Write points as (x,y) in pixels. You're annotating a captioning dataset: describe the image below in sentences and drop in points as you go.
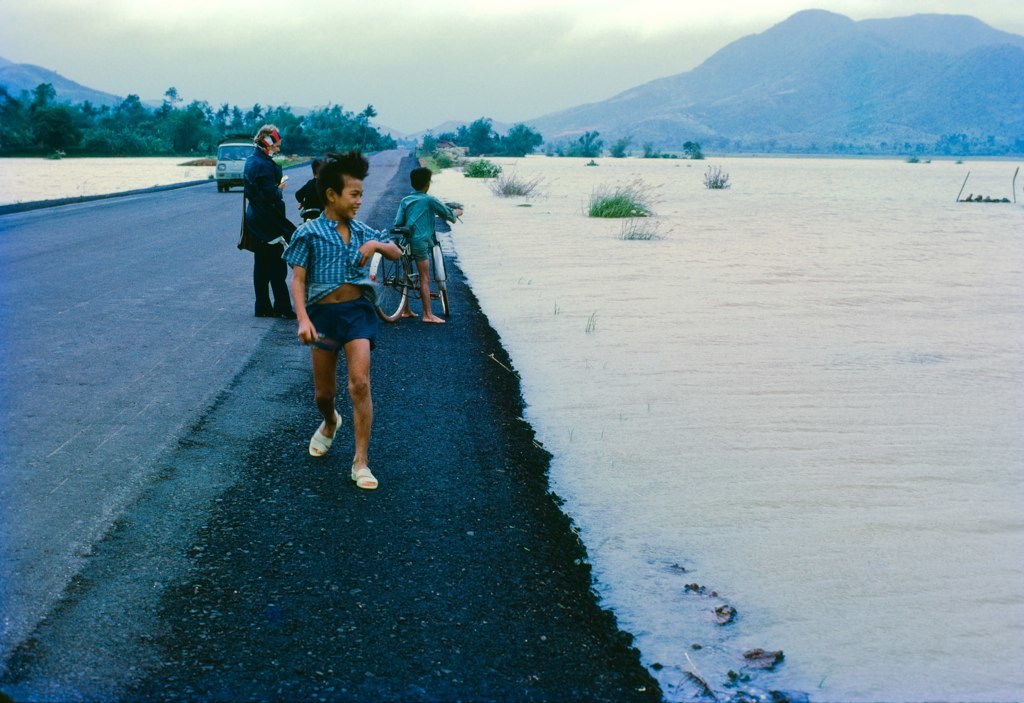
In this image we can see persons (344,319) standing on the road (345,399) and one of them is holding a bicycle (403,278). In the background (339,85) there are sky (584,79) with clouds (556,46), hills (733,88), trees (228,105), motor vehicle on the road (259,546), water (608,413) and bushes (474,166).
